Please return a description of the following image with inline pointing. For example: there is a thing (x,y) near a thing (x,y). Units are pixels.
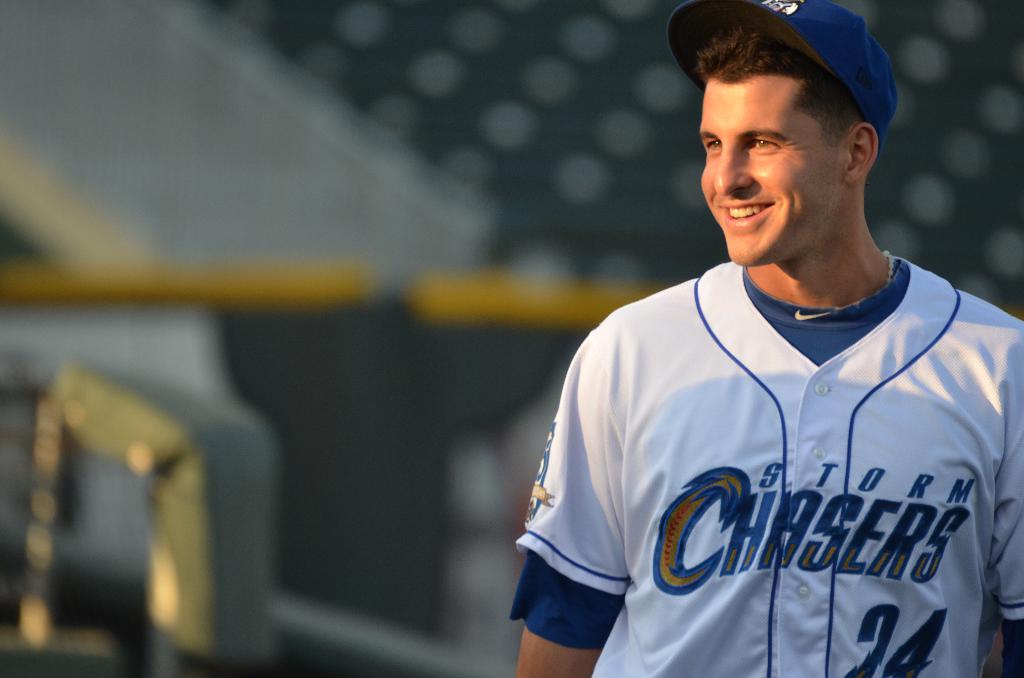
In this image in the front (760,454) there is a man (747,400) standing and smiling and the background (612,195) is blurry.
